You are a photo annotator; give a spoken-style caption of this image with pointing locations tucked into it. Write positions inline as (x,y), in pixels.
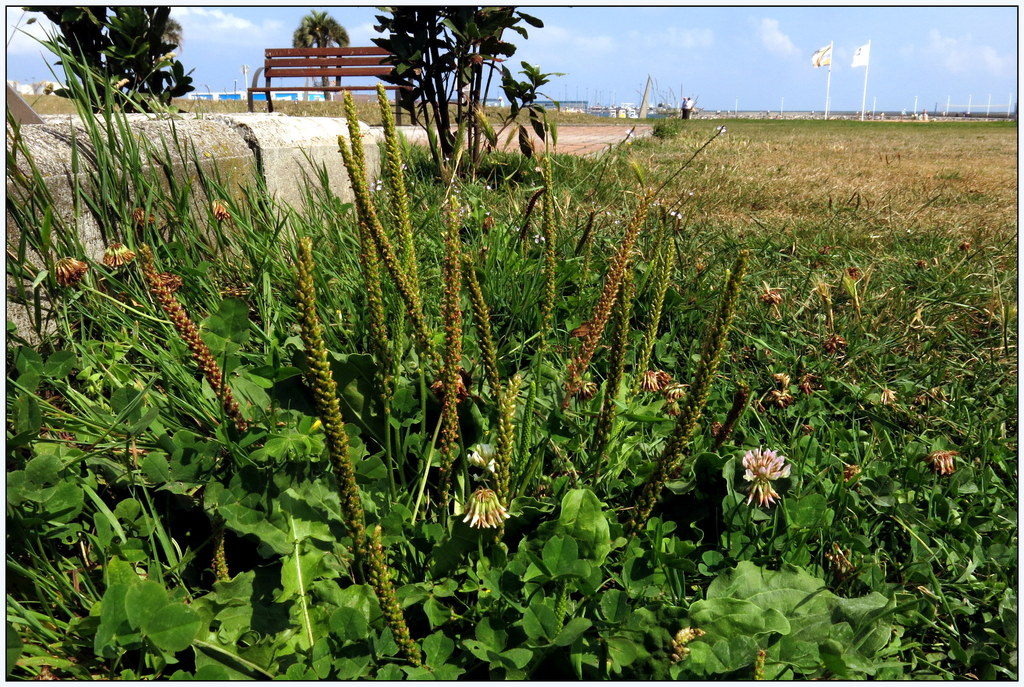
In the picture we can see grass plants (328,478) and behind it, we can see a path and on it we can see a bench (356,86) and behind it also we can see grass surface (301,111) and far away from it, we can see a pole (248,66), houses (224,98) and to the right hand side (827,107) we can see two flags (830,62), and some persons (689,116) standing near to it and in the background (604,84) we can see a sky (668,51) with clouds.
